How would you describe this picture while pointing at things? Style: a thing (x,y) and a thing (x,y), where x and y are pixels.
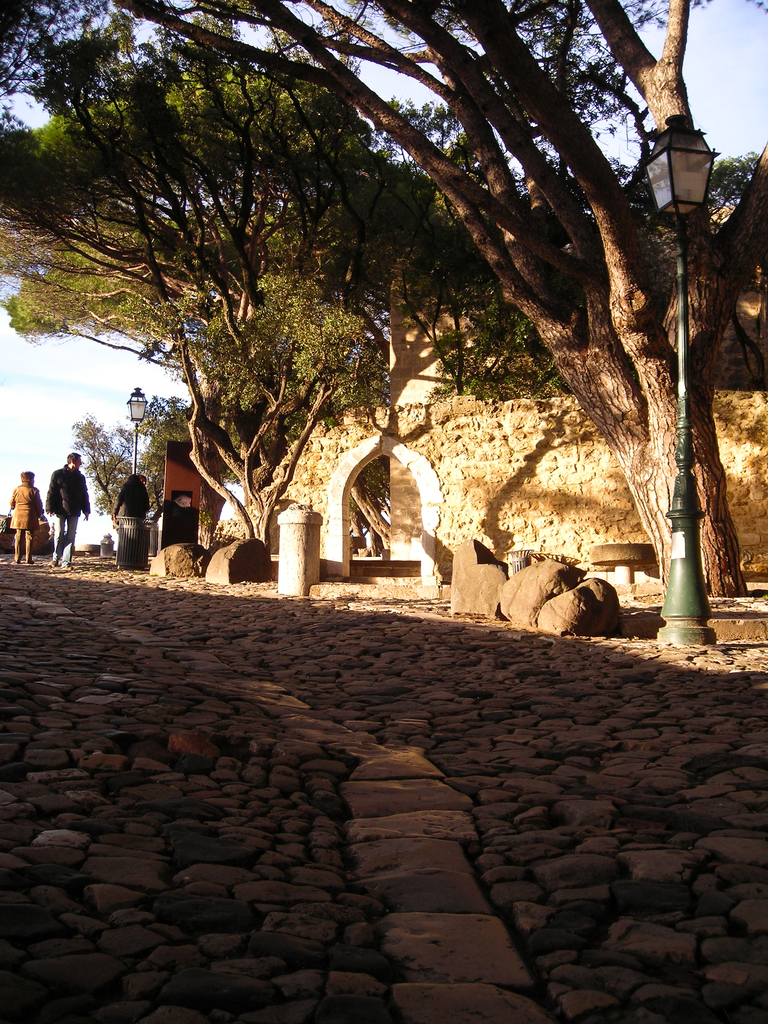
This image is taken outdoors. At the top of the image (720,48) there is the sky (108,339) with clouds (73,379). At the bottom of the image (478,932) there is a ground (368,951) with pebbles (225,617) on it. There are many pebbles (190,783) on the ground (538,800). On the left side of the image (60,496) a man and a woman (20,490) are standing on the floor (5,554). On the right side of the image (632,389) there are a few trees (349,329) and plants (230,473). There is an architecture (530,504). There are a few rocks (218,564) and there are two poles (685,599) with street lights (676,430).
